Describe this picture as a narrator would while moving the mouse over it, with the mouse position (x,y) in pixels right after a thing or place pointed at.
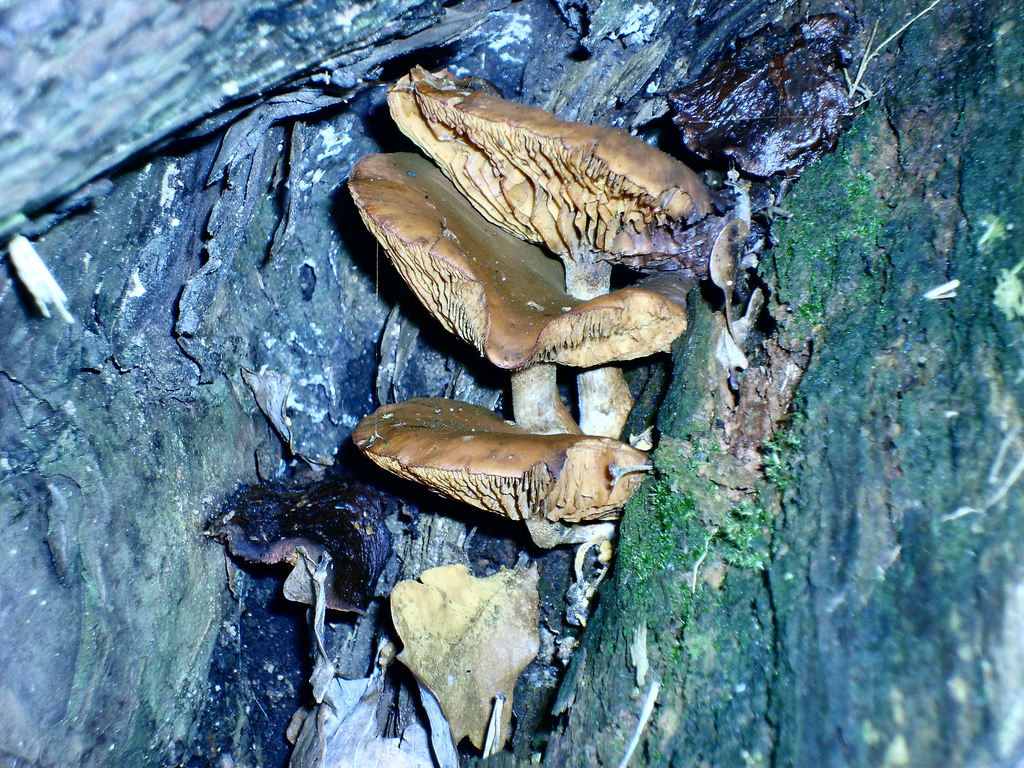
In this image there are objects (552,331) which are brown in colour which seems to be on a tree trunk (295,361).
